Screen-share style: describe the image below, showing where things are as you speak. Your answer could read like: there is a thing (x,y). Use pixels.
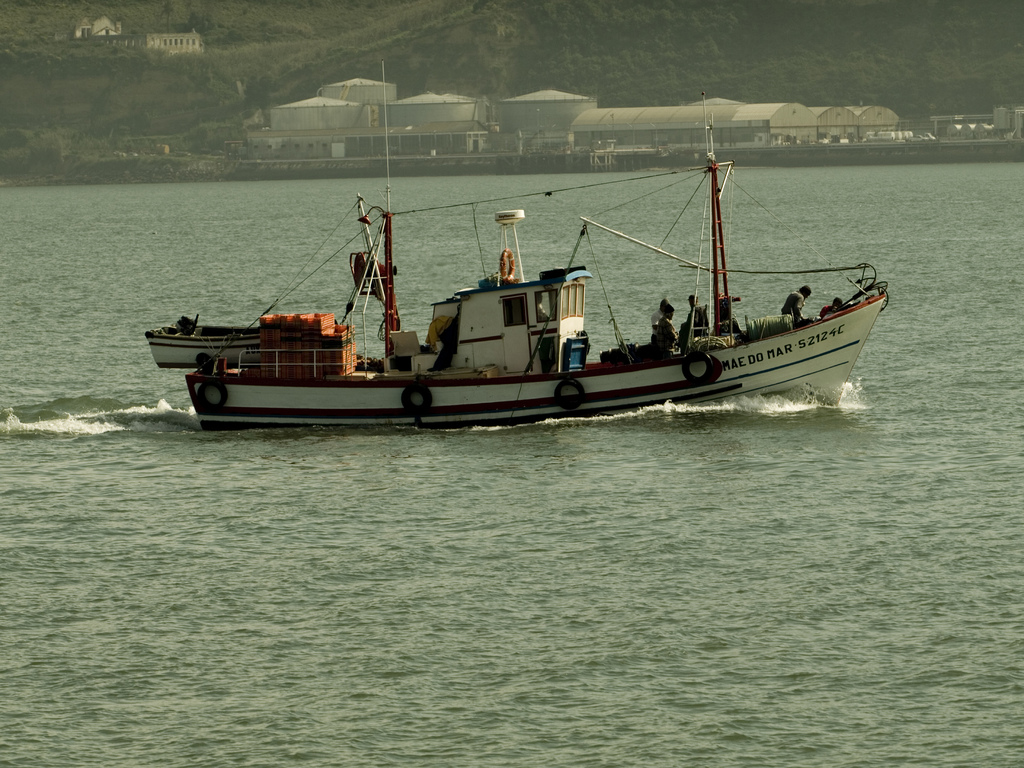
In this image, we can see few people (806,321) are sailing a boat (492,371) on the water (732,586). Here we can see another boat (213,348). Top of the image (754,122), we can see containers (364,107), sheds (280,154), trees (974,2), plants (245,112) and building (90,34).
